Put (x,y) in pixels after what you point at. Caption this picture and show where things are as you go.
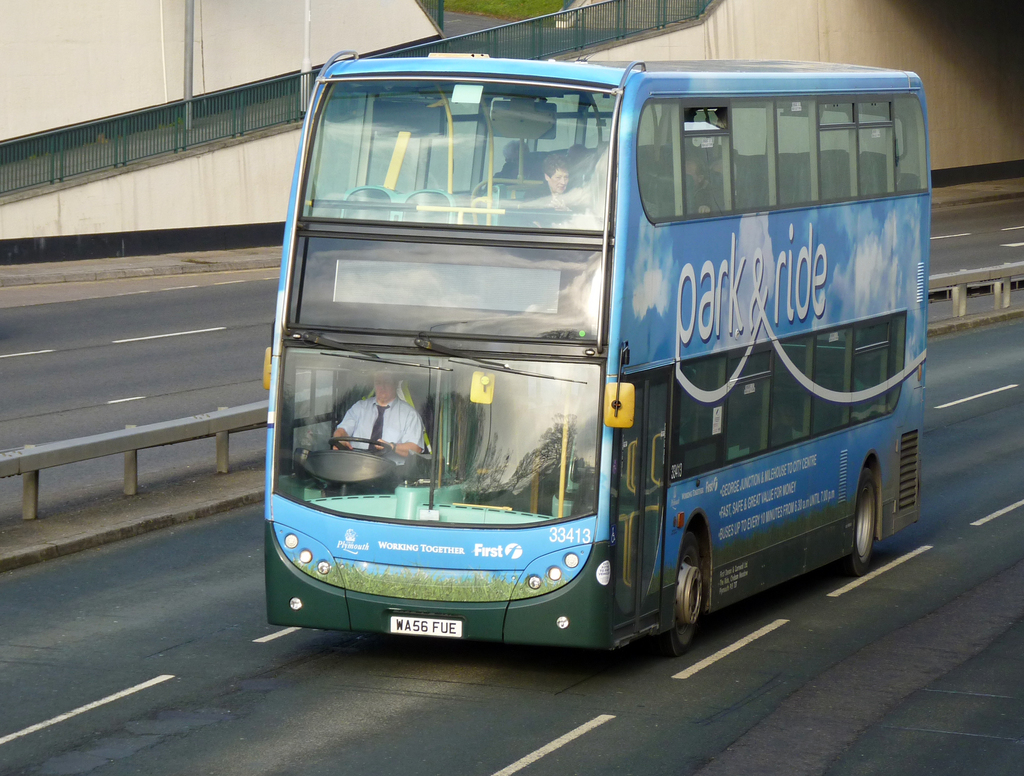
In this picture we can see a vehicle (348,611) on the road (839,658) with people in it and in the background (1021,91) we can see a fence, wall (1020,122) and some objects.
